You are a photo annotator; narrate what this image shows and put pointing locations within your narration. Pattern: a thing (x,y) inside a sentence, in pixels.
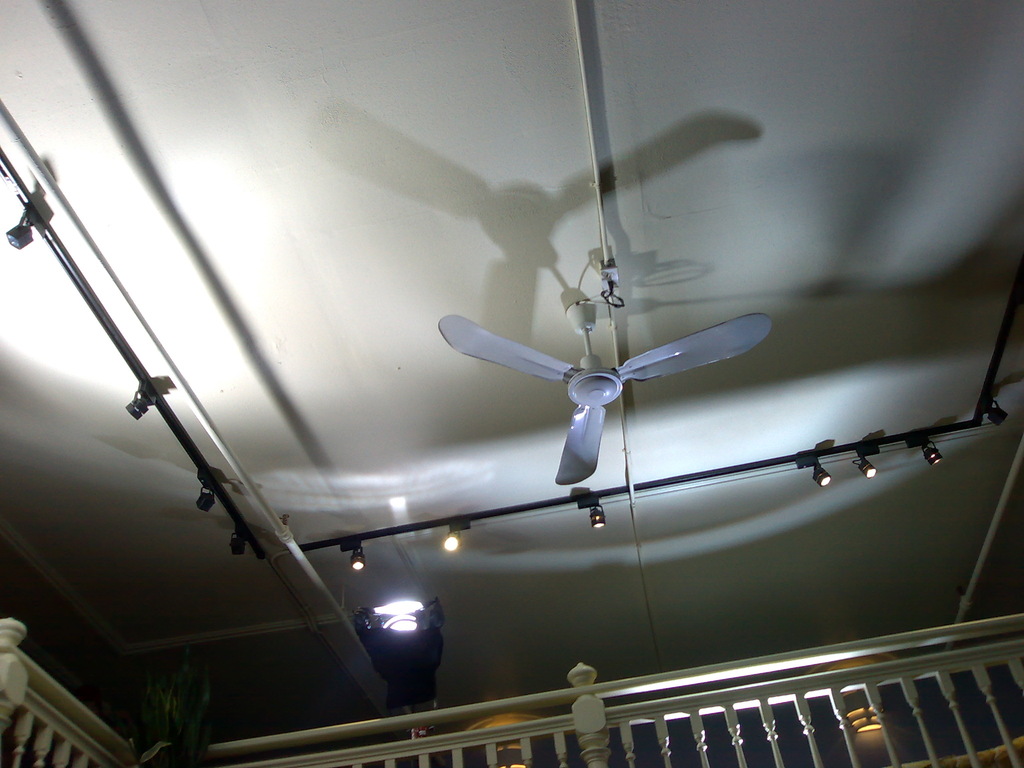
In this picture I can see the railing (324,749) in front (798,691) and on the ceiling (481,107) I can see the rods (970,419) on which there are lights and I can see a fan (707,346). I can also see few more lights (518,759) on the bottom of this picture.
